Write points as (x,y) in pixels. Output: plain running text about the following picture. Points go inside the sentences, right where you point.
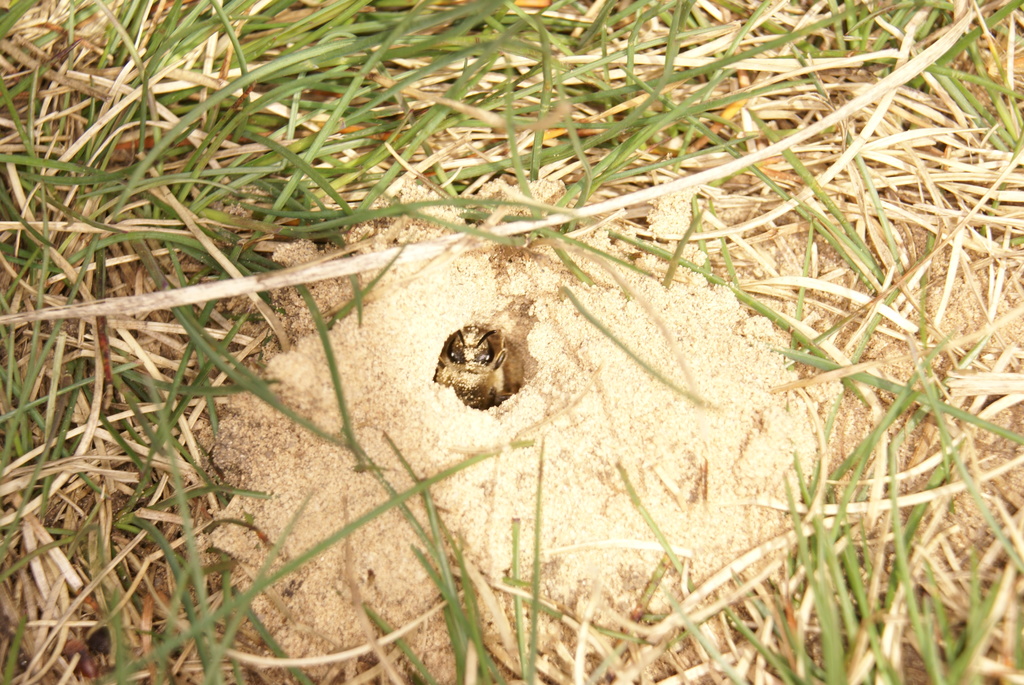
In this image I can see in the middle (464,327) it looks like an insect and there is the grass (497,451) in this image.
